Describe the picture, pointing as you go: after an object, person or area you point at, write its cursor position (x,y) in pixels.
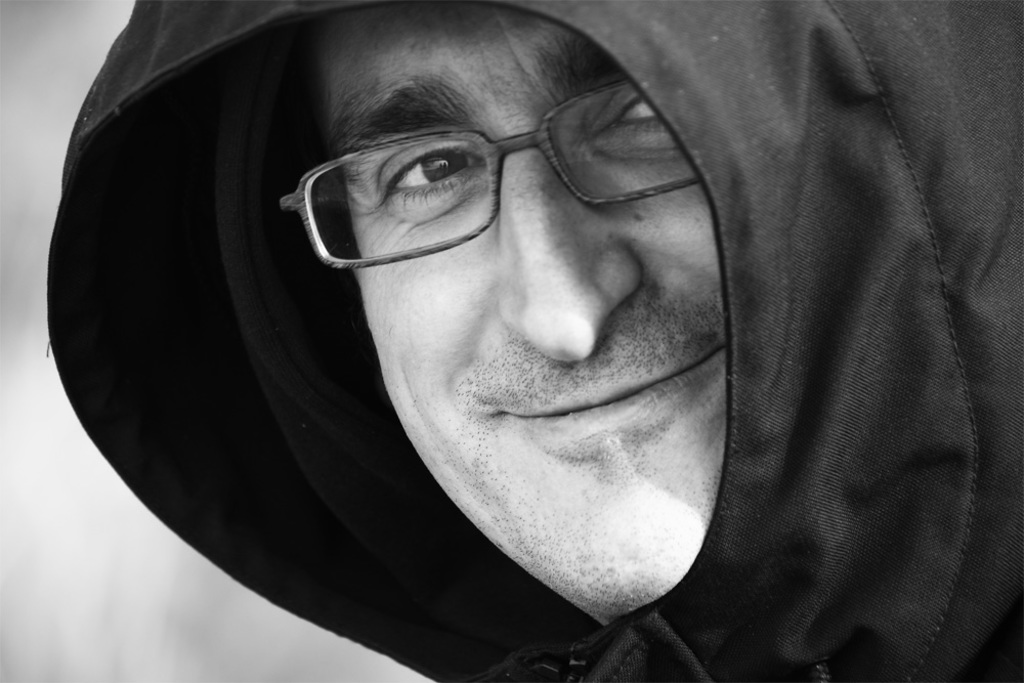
There is a person (700,371). He is smiling at the image. He is wearing a jacket (756,305).
